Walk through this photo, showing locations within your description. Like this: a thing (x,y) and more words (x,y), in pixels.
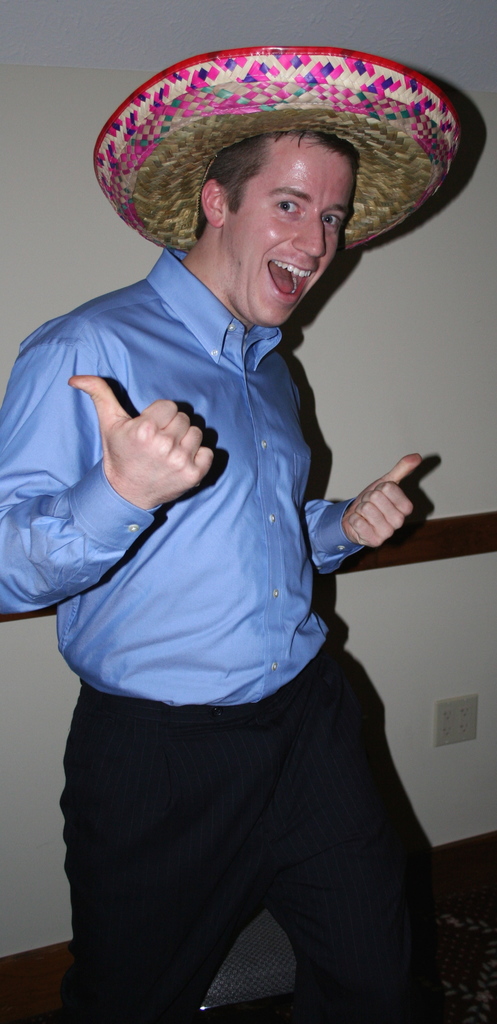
In this image we can see a person (79,635) wearing blue color dress (138,624), black color pant (187,1023) also wearing multi color hat (295,91) standing and posing for a photograph and in the background of the image (31,128) there is a wall (28,180).
